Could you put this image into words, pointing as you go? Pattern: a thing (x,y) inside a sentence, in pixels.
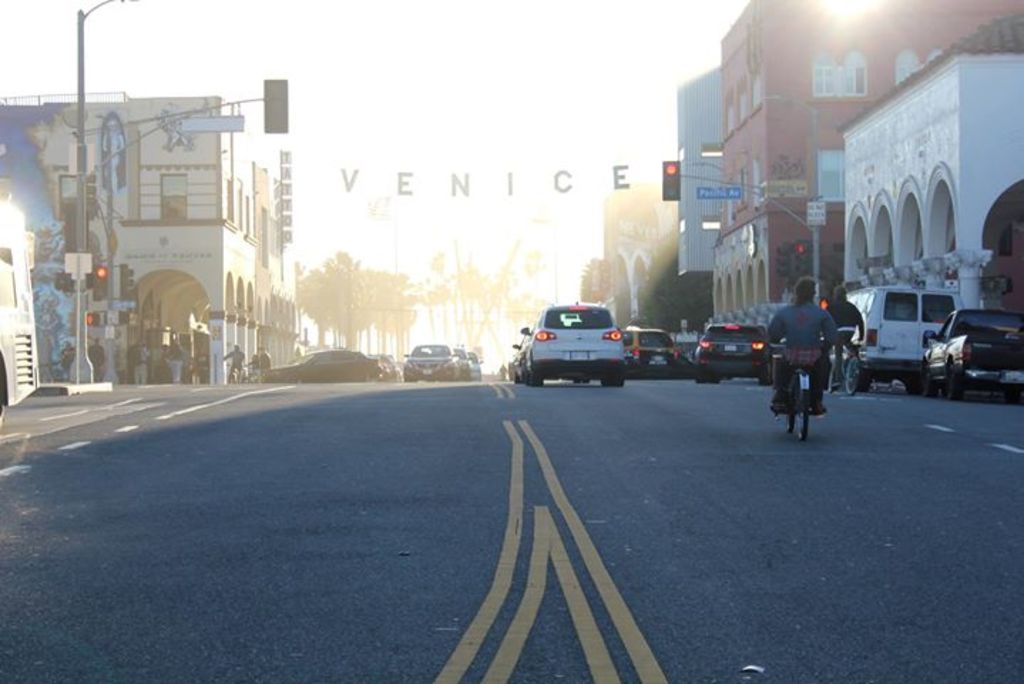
This picture shows few buildings (646,261) and we see few cars (732,360) parked and few are moving on the road (438,515) and we see couple of them riding bicycles (791,379) and we see a pole (82,81) with traffic signal lights (101,291) and we see trees (431,301) and a cloudy sky (476,77).
